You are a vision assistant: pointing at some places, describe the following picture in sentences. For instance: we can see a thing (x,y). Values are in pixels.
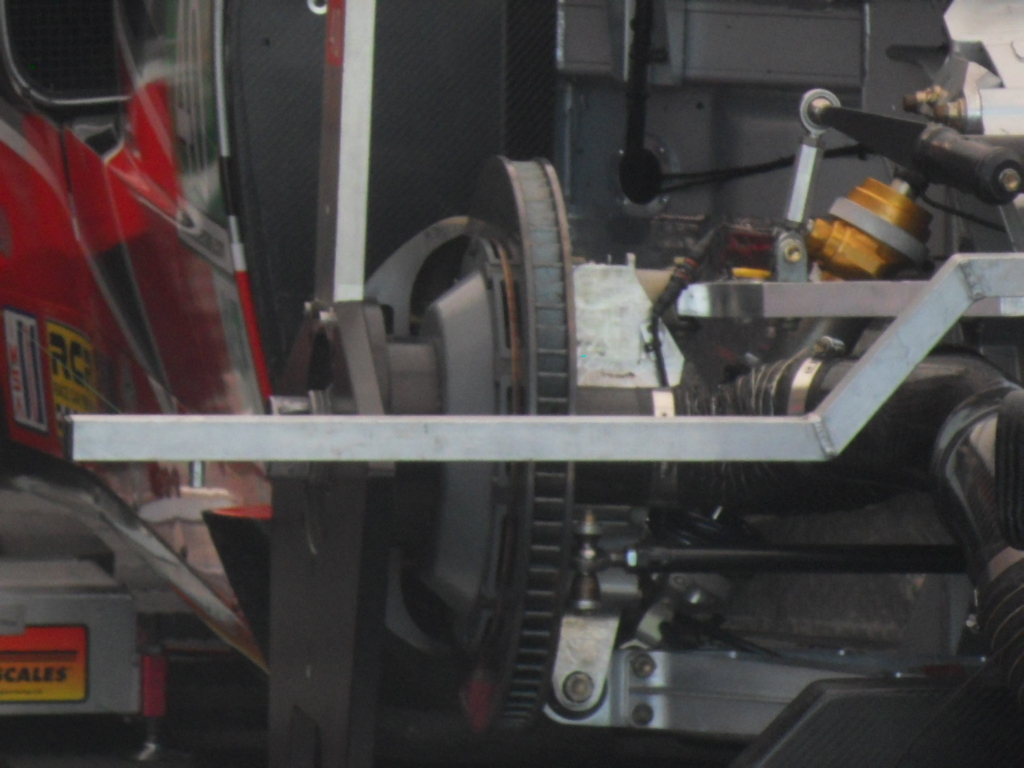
In this picture we can see rods (719,430), motor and metal objects (520,299).
